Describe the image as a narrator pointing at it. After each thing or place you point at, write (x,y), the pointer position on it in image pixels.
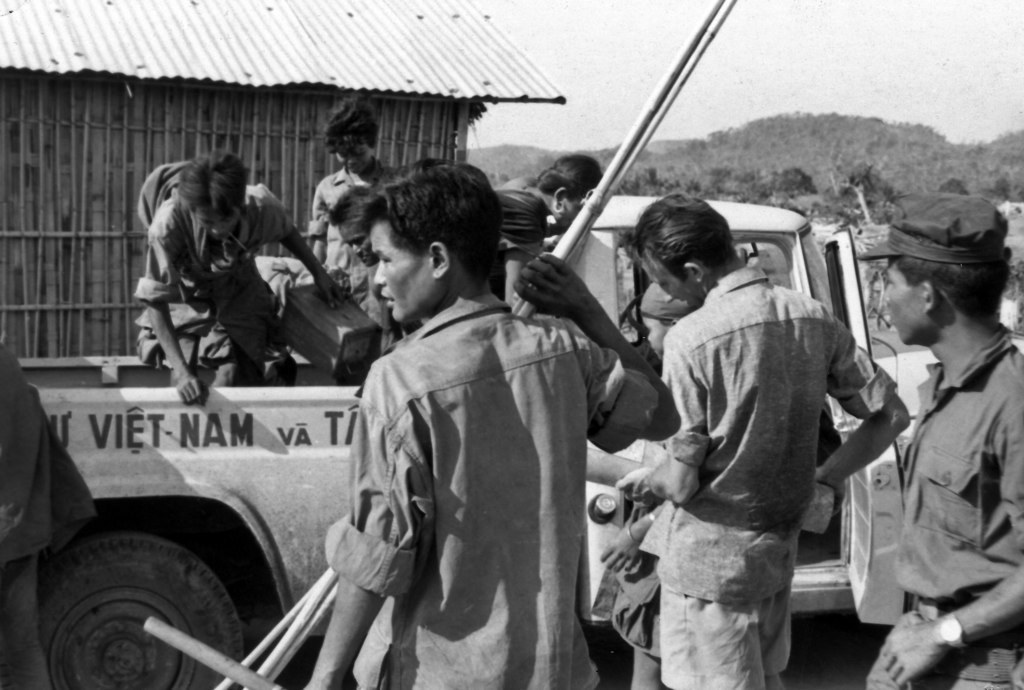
In the center of the image (592,265) there is a vehicle (604,228) and there are four people (276,220) standing on the vehicle (274,386). Beside the vehicle (265,412) there are few people (739,565) standing on the road (846,639). On the left side of the image (218,96) there is a metal shed (218,96). In the background of the image (598,154) there are trees (771,137) and sky (817,37).
